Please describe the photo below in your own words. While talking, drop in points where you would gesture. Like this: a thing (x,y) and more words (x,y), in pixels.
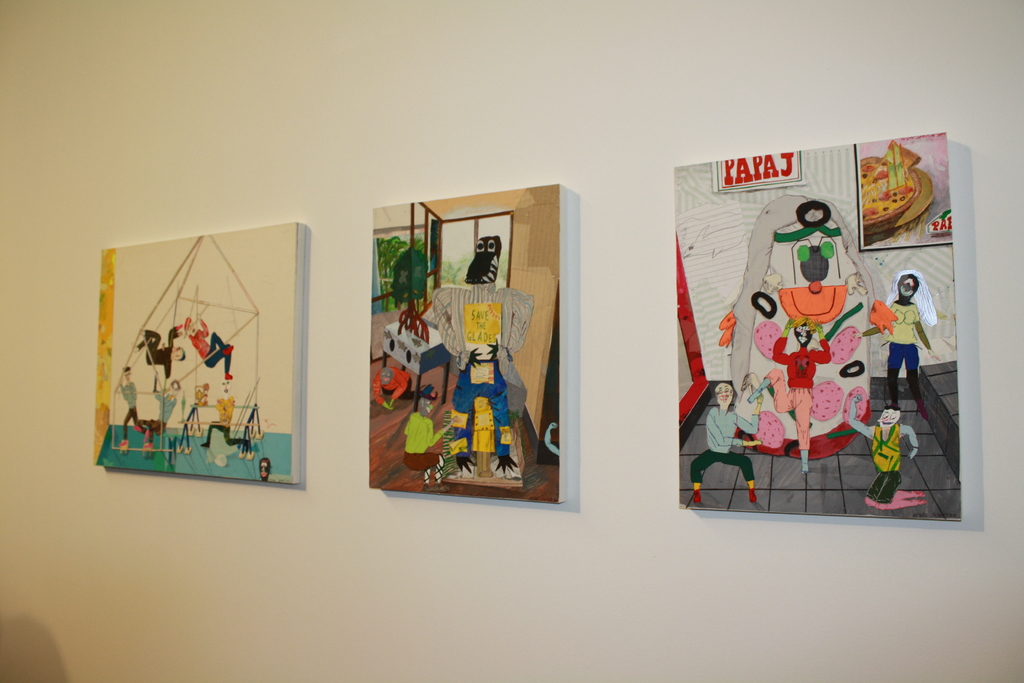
In this picture I can see photo frames (691,407) on the wall (435,129).
